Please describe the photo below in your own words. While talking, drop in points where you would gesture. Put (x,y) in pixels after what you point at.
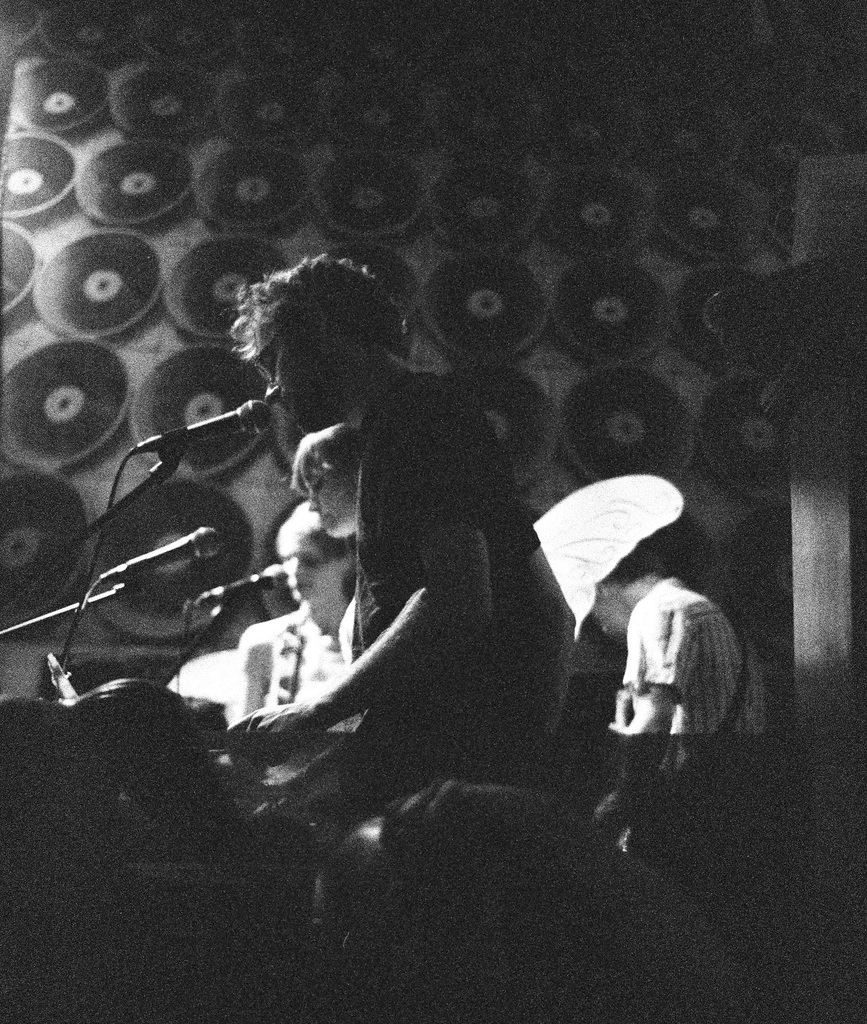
In this image there are people (540,663) and we can see mics (208,555) placed before them. At the bottom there is a band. In the background (194,138) there is a wall (455,206).
